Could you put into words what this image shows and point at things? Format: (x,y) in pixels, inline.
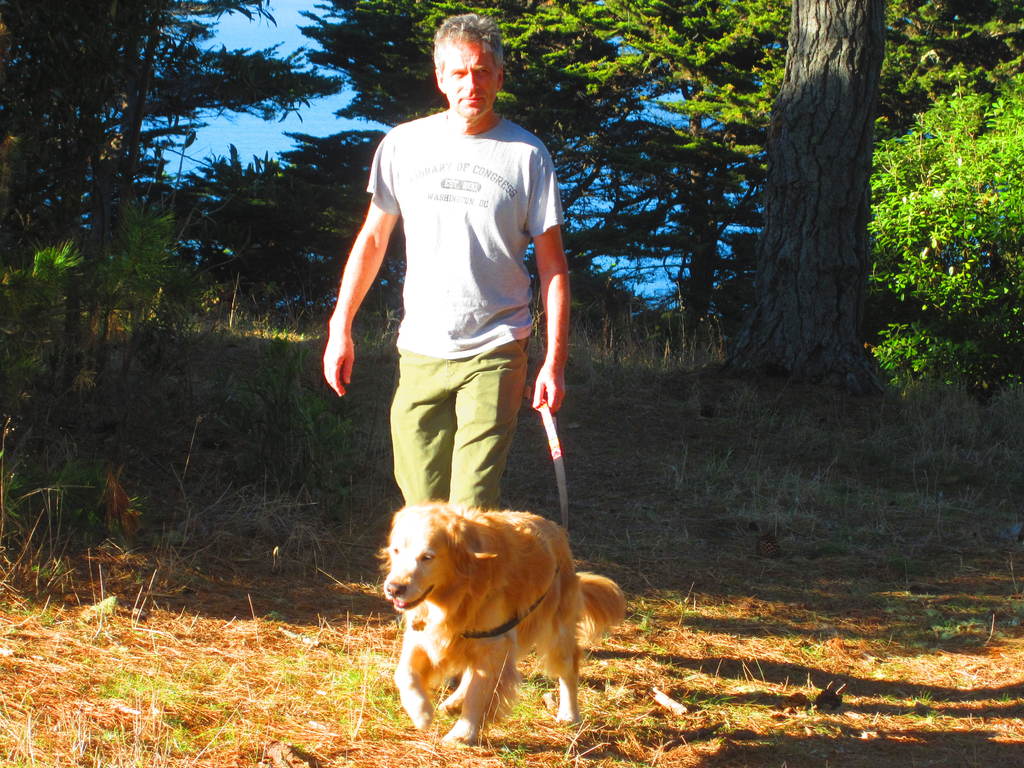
A man (519,140) is walking along with the dog (518,511). He is catching the belt (561,486) of the dog (519,584). At the back side (811,163) there are trees (811,157). At the bottom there is a grass (825,490) on the ground (865,461).
